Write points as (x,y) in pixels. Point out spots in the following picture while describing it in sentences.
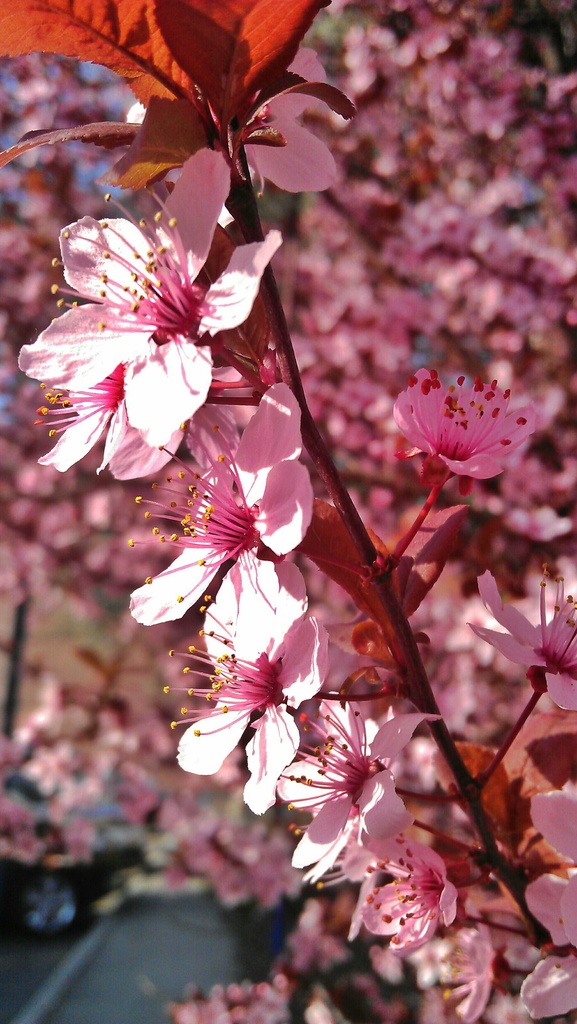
In this image I can see there are a bunch of flowers (362,826). And at the bottom (147,882) it looks like a blur.
